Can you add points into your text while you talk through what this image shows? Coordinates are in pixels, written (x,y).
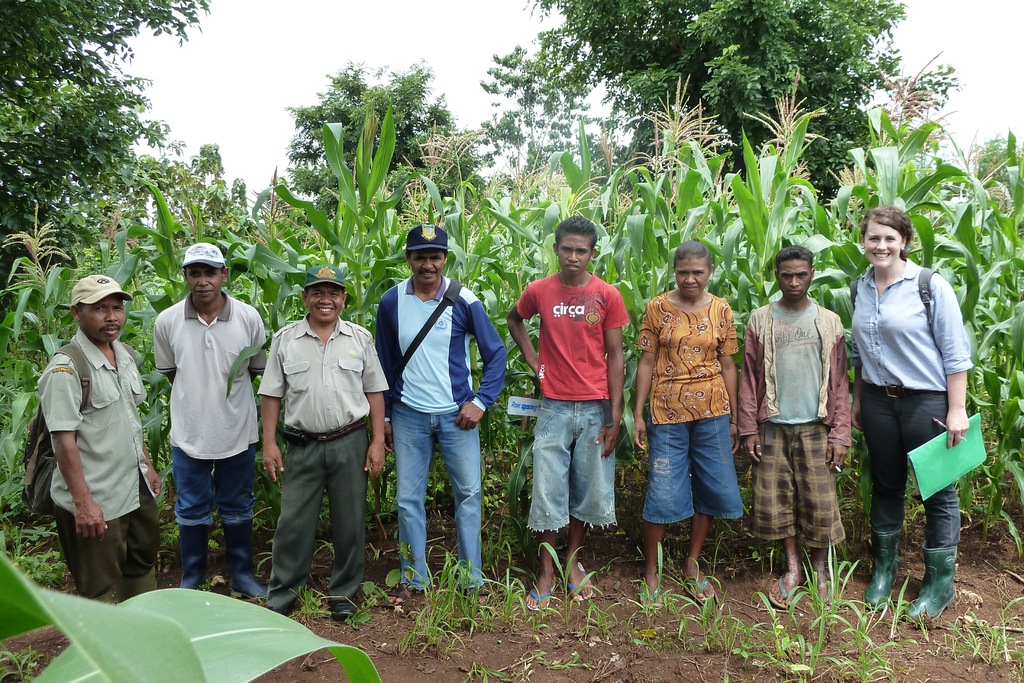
In this image in the center (539,448) there are some people (813,379) standing, and some of them are wearing bags (31,451) and one person (899,331) is holding a book (957,458) and pen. And at the bottom (539,642) there is sand (499,622) and some plants (208,621), in the background (549,201) there are plants (668,148) and trees (712,108). At the top (586,54) there is sky (433,53).
